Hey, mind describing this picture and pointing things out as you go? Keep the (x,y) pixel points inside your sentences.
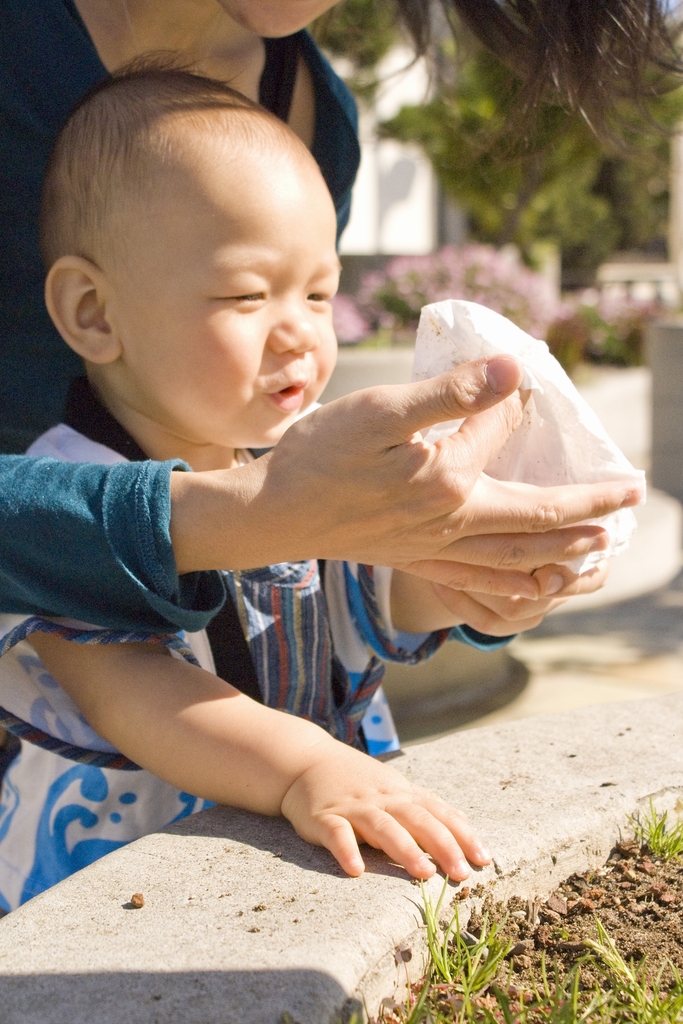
In this picture we can see a woman (174,29) and a kid (210,367), at the right bottom (583,945) we can see soil (606,911) and grass (622,1006), in the background (472,194) there is a tree (483,185) and a wall (388,168), we can see a blurry background (393,157), this woman (497,409) is holding a cloth (522,468).
